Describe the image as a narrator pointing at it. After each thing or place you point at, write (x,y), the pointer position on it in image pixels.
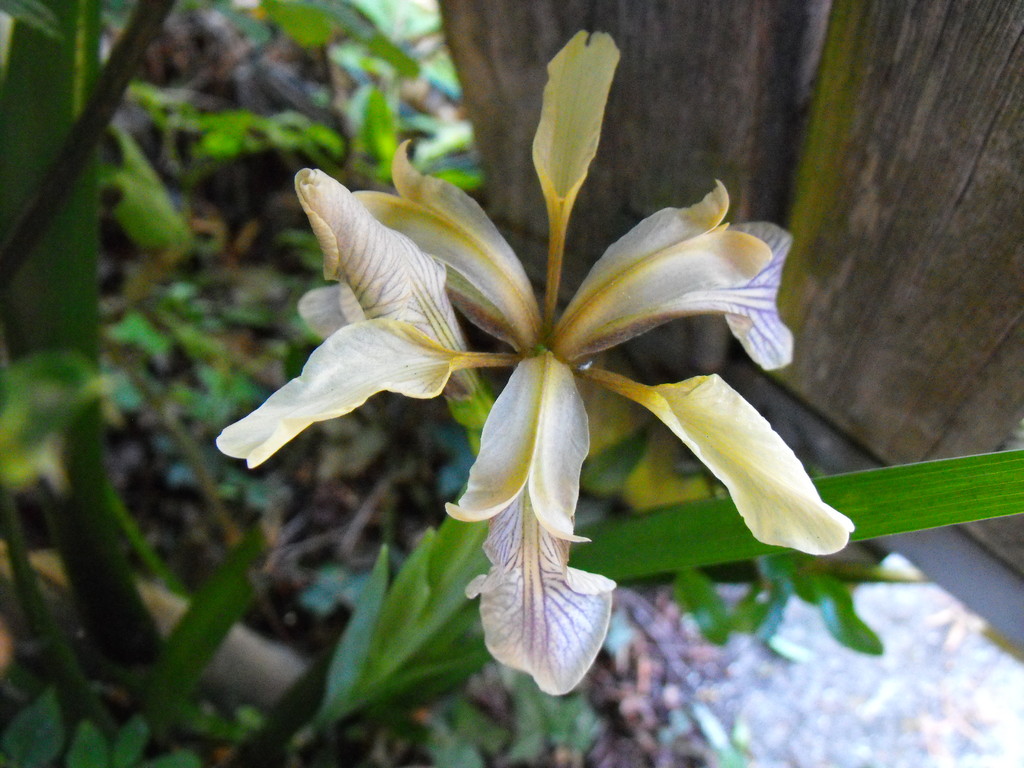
This picture is clicked outside. In the center (412,369) we can see the flower (672,383) and the leaves (396,618) of a plant (676,578). In the background (949,245) we can see the wooden objects (735,134) and some plants (278,727).
